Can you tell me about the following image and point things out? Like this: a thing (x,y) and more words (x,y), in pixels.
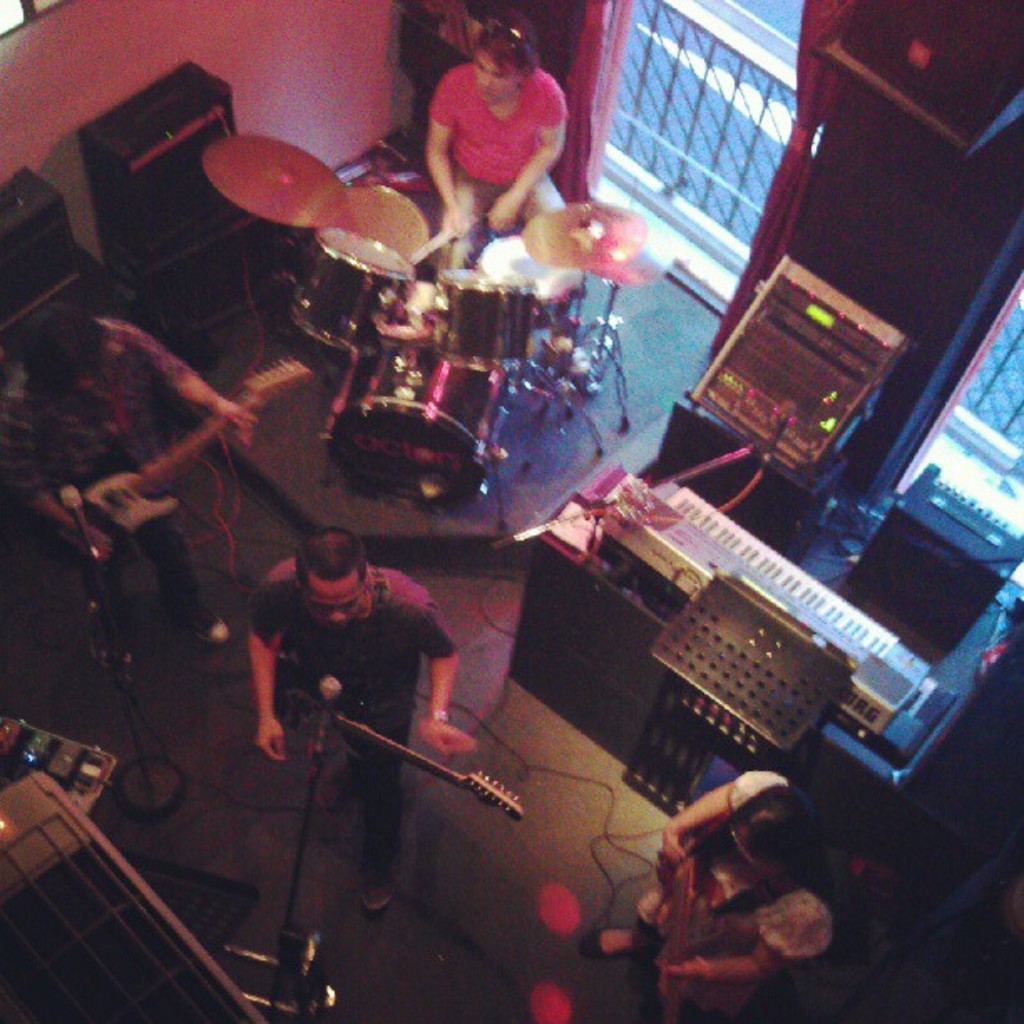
IN the house (33,112) there are four people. One man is holding a guitar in front of microphone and aside to that person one more man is holding a guitar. And beside that man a woman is sitting on a chair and playing musical instruments (234,157), drums (414,341) beside to it there is a keyboard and music box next to it there is a window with the curtain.
